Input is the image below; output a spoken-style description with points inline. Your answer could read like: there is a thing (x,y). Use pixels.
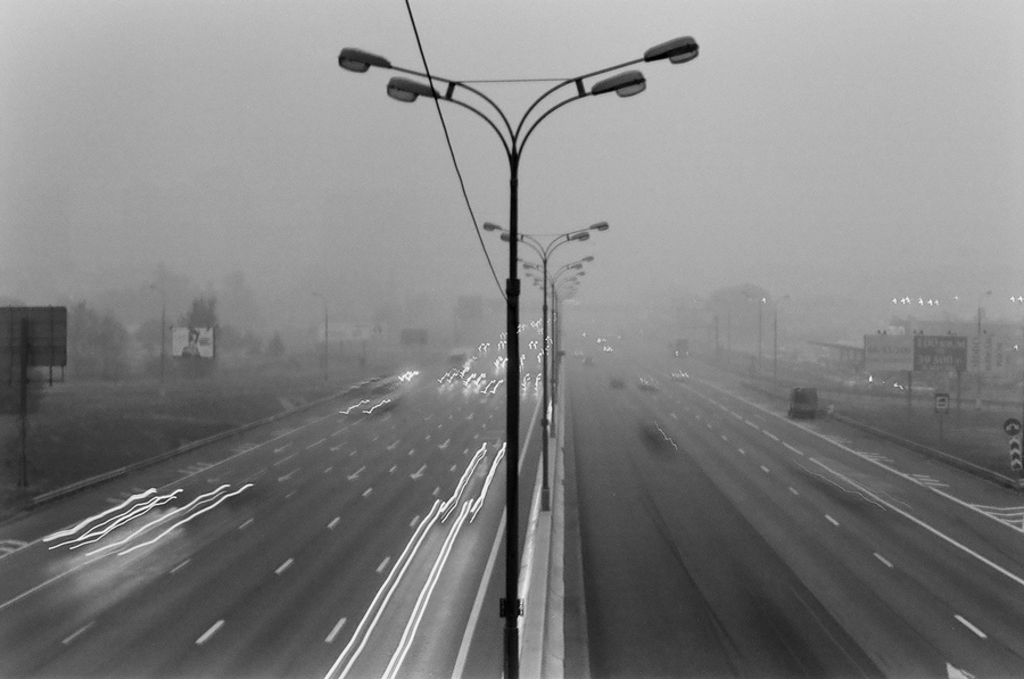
In this picture there are vehicles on the road (858,628) and there are street lights (556,105), poles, buildings (960,334) and trees (89,356). At the bottom (785,640) there is a road (802,606).
